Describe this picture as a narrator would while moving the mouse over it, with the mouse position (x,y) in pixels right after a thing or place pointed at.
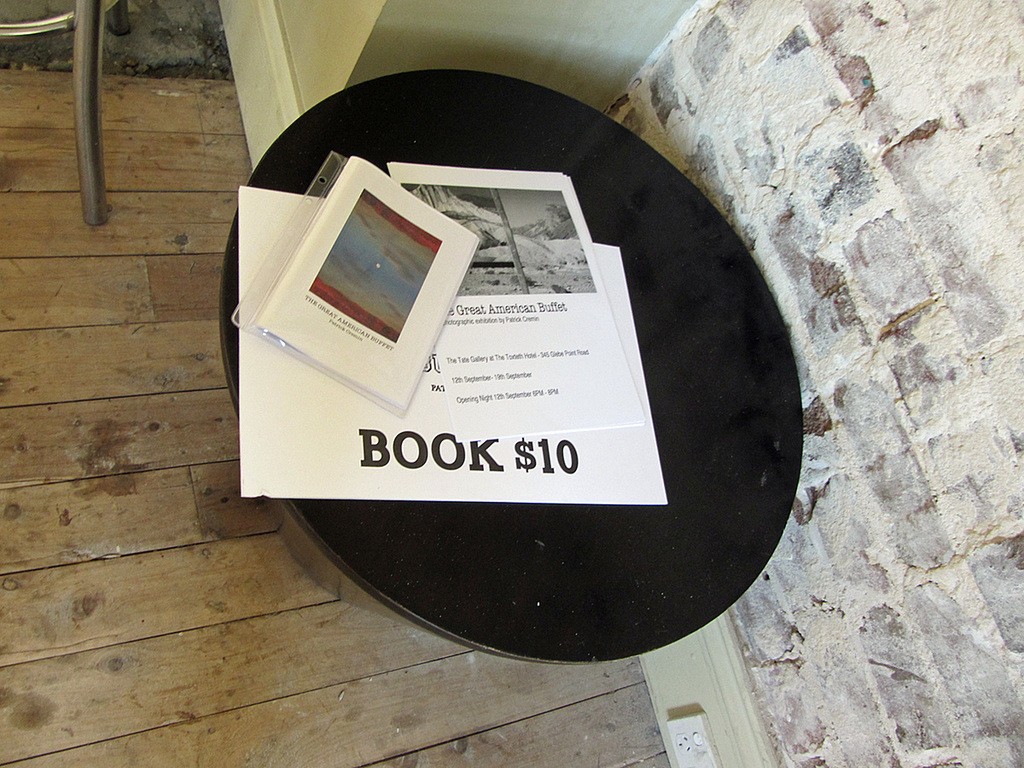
In this picture I can see some papers (501,445) and other objects (422,302) on a black color table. On the right side (910,371) I can see a wall (937,340). On the left side (98,40) I can see an object (87,113) on the floor (111,359).
